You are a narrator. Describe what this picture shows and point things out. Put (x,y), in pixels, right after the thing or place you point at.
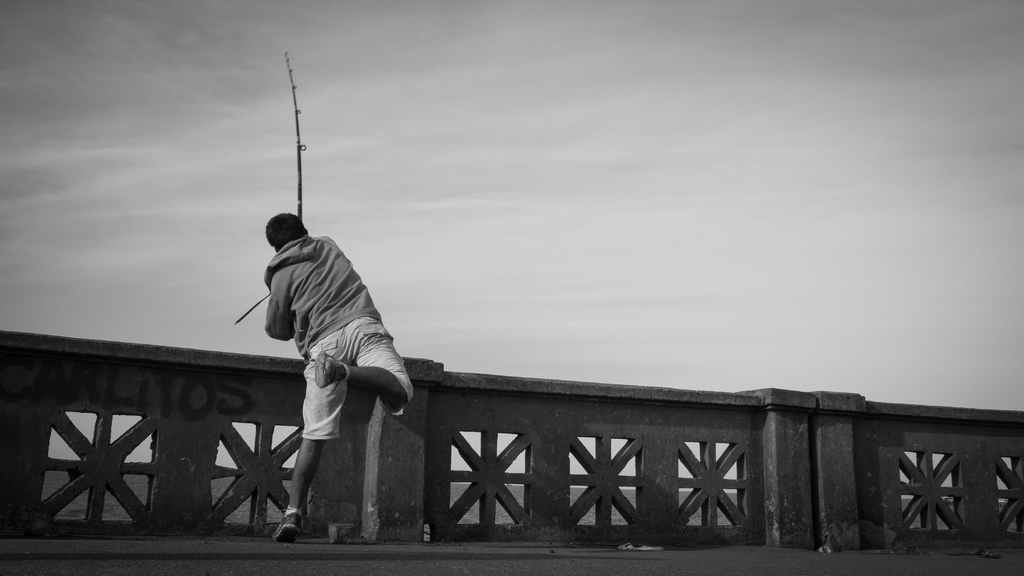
In this image I can see the black and white picture of a person (339,281) who is holding a caperlan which is black in color in his hand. I can see the concrete railing (484,445). In the background (320,210) I can see the water (504,510) and the sky (632,233).
